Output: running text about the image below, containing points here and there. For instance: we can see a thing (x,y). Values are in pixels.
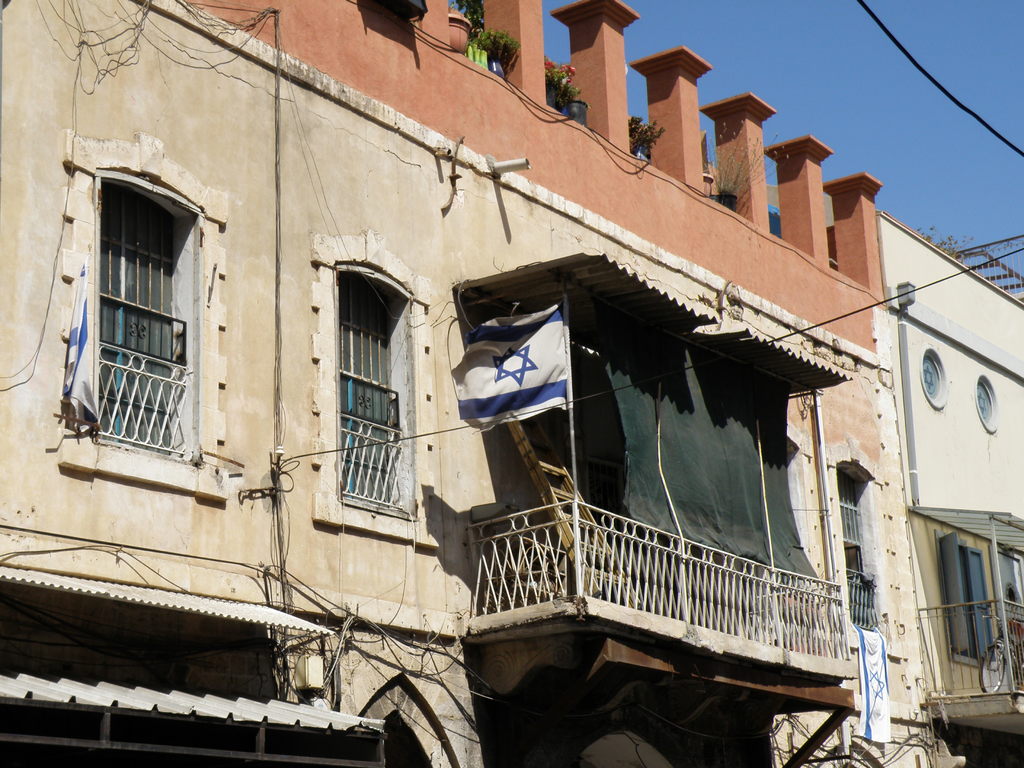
In this image there is a flag (538,392) attached to the pole (574,466) which is in the balcony (602,601) of a building (423,535). Right side (985,641) there is a bicycle (1004,661) in the balcony (1010,660). There are spots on the building (538,99). Pots (454,24) are having plants (649,133). Right top there is sky (906,80).
